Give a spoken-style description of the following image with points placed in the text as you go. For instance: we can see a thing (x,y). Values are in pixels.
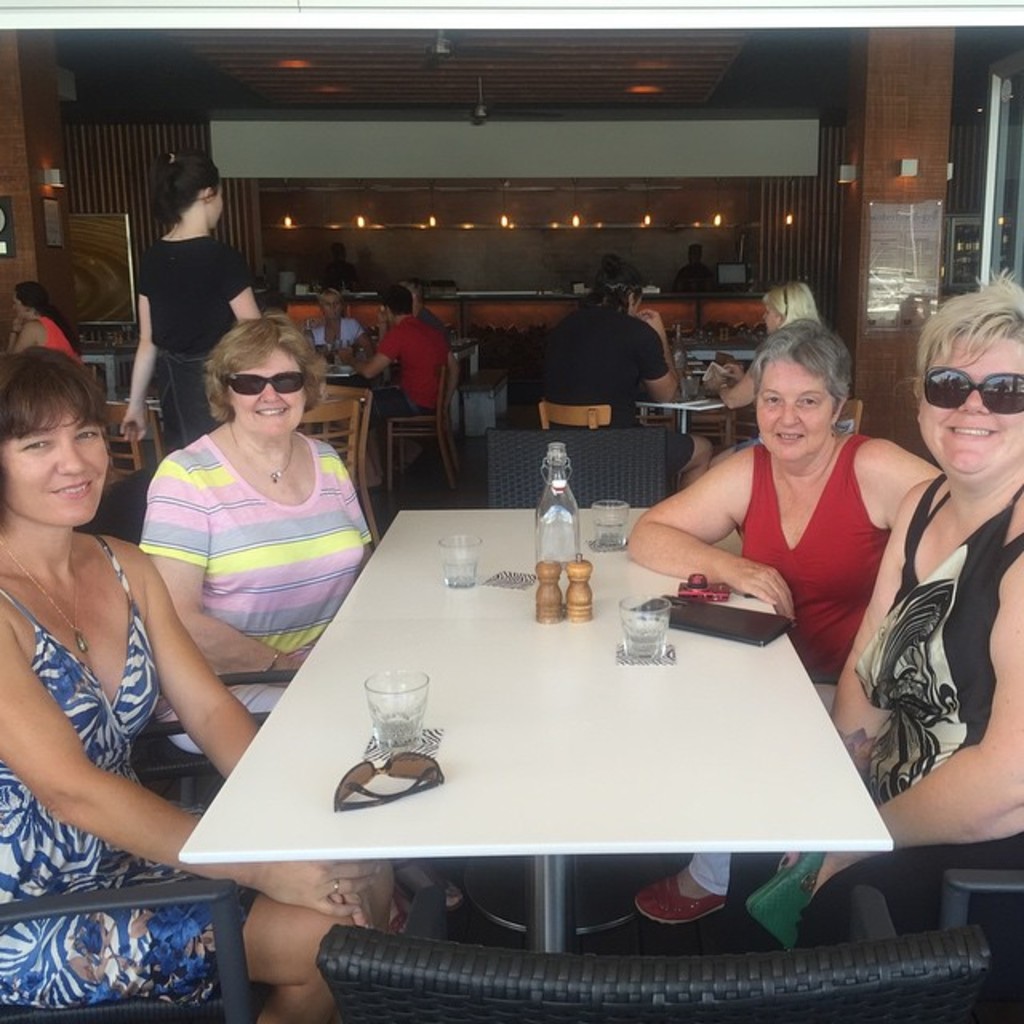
There are four women (258,559) sitting around a table (400,831) in their chairs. On the table (465,810) there are glasses (380,711), mobile (697,621) and a bottle (570,524). In a background (203,256), there are some people (617,325) sitting and a woman (198,285) is walking.
